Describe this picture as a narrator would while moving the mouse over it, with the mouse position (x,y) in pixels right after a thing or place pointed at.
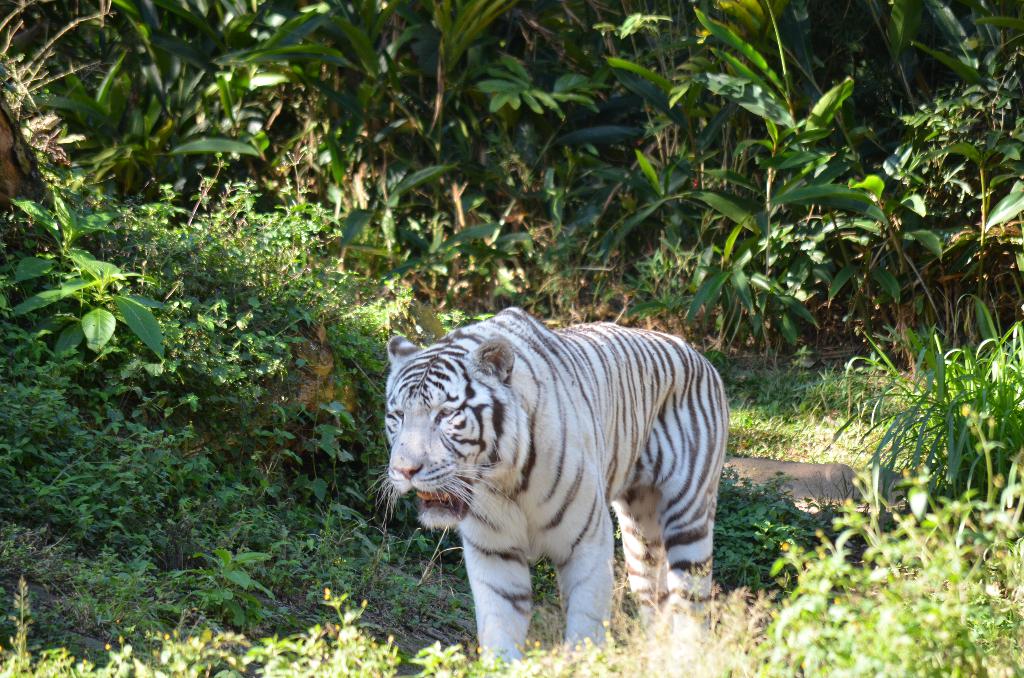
In the image there is a white tiger (626,494) on the ground (403,667). And in the image there are many plants (208,324) with leaves (261,254).
